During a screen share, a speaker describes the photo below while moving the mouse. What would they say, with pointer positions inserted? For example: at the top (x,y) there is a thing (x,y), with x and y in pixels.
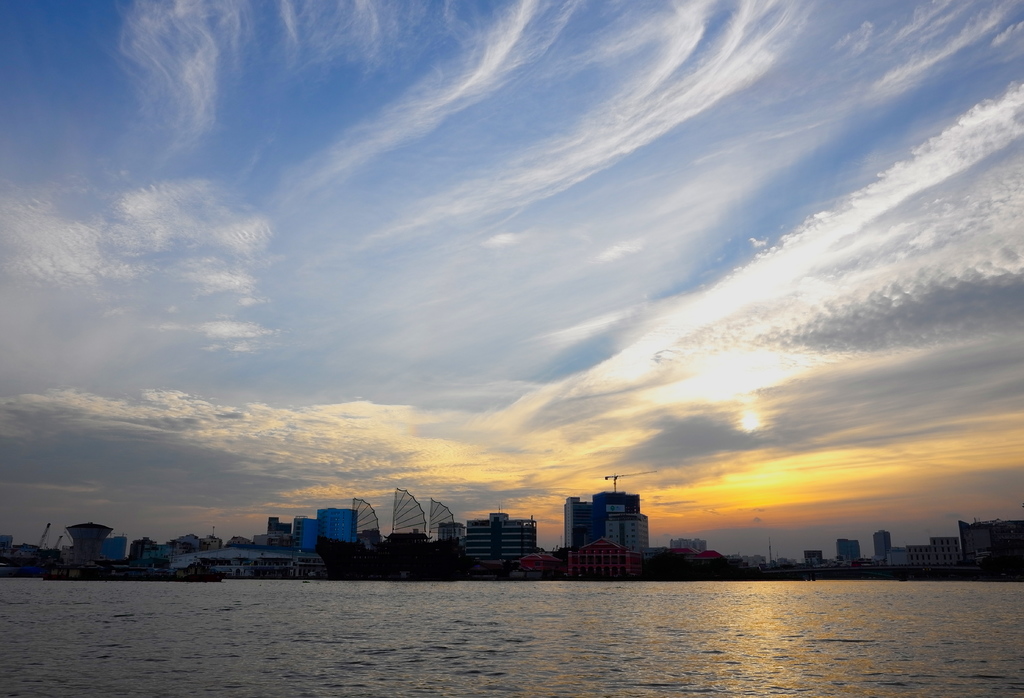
In front of the image there is water (507,628). In the background of the image (470,540) there are buildings (36,555). At the top of the image (495,191) there are clouds (112,294) in the sky (443,222).
